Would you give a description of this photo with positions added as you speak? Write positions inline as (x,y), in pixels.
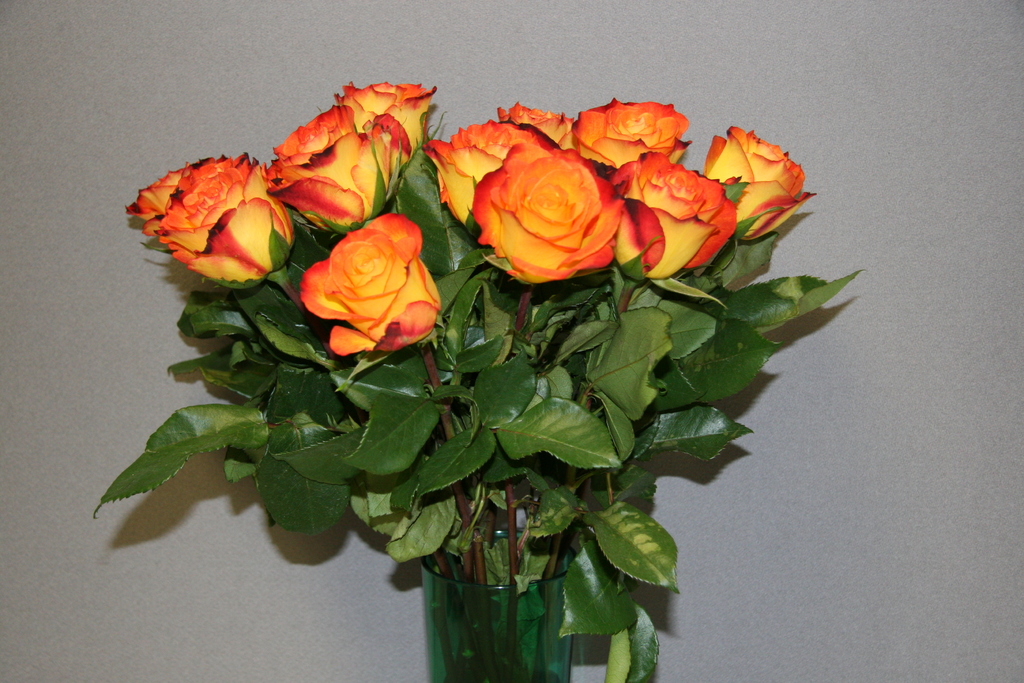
In the center of this picture (439,300) we can see the flower vase (505,626) containing flowers (201,242) and the green leaves (598,422). In the background (952,212) there is an object (285,82) which seems to be the wall (821,468).
